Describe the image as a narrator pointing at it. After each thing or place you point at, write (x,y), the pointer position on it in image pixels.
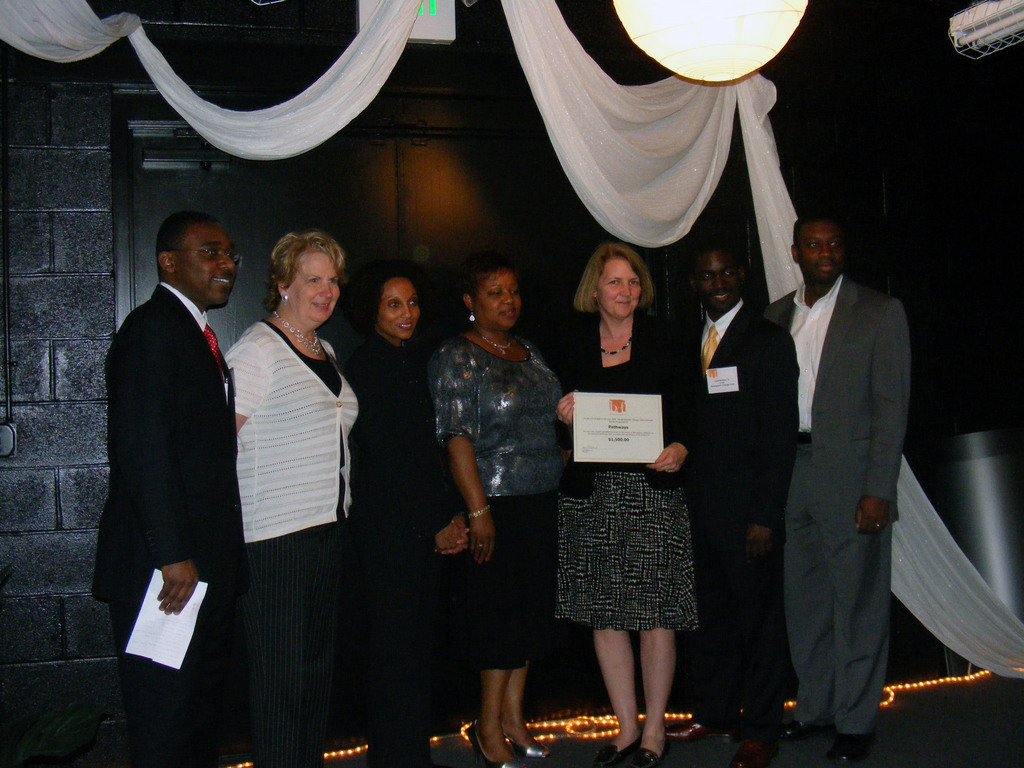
There are total of seven people (717,710). And this woman (622,719) on the right side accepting some award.
